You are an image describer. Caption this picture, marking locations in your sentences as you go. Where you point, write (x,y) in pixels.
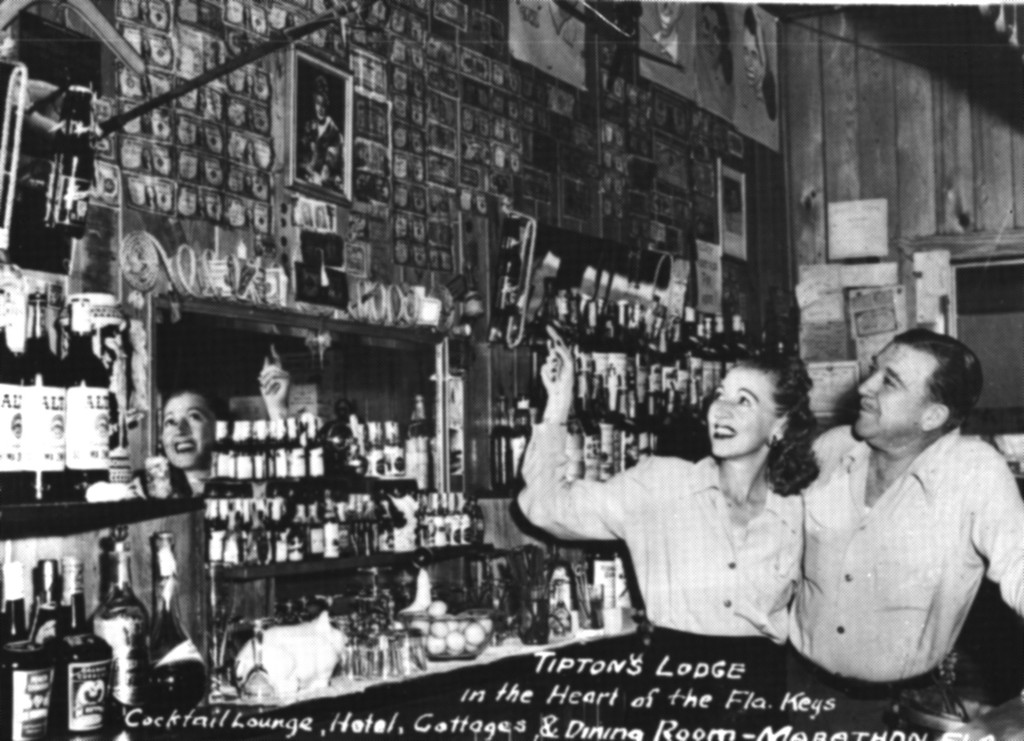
In this image there are two persons (759,556) standing at right side of this image (759,556) and there are some objects (362,607) and bottles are kept at left side of this image (322,631) and there is a mirror (196,459) in middle of this image (364,371) and there is a wall (280,172) in the background (576,176) and there are some photo frames (351,157) are attached onto this wall (485,142).
